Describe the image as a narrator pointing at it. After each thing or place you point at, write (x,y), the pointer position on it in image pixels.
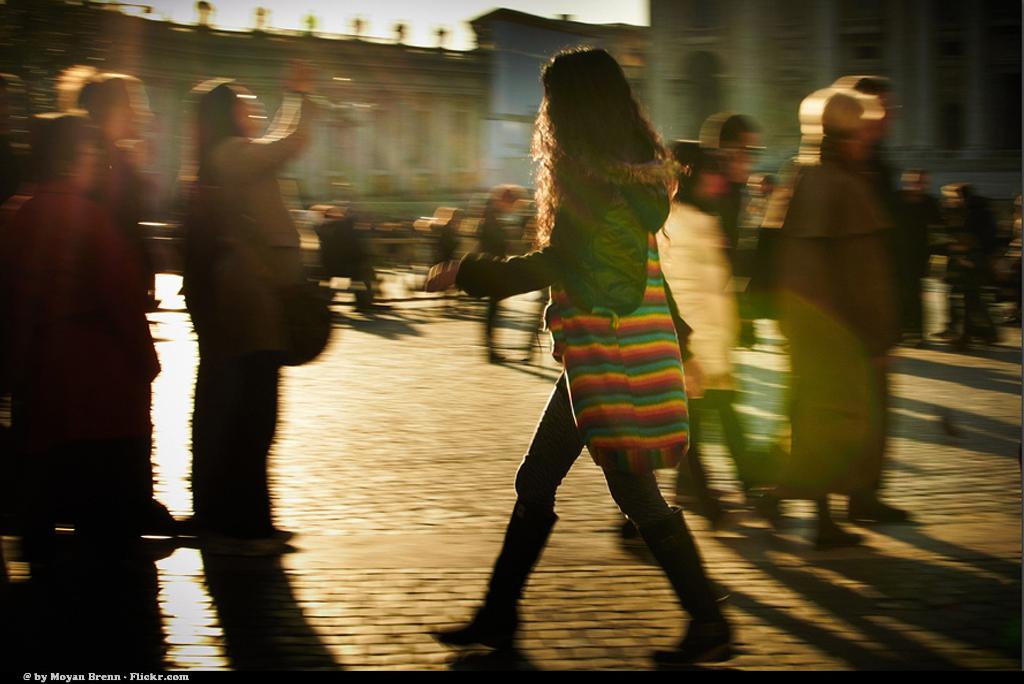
This is an outside view. Here I can see a woman (632,481) wearing a bag (606,224) and walking on the road (196,614) towards the left side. On the left side (140,385) few people (92,331) are standing facing towards the right side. On the right side (905,250), I can see a crowd of people (914,212) standing on the ground (911,489). In the background (724,73) there are few buildings (440,81).
